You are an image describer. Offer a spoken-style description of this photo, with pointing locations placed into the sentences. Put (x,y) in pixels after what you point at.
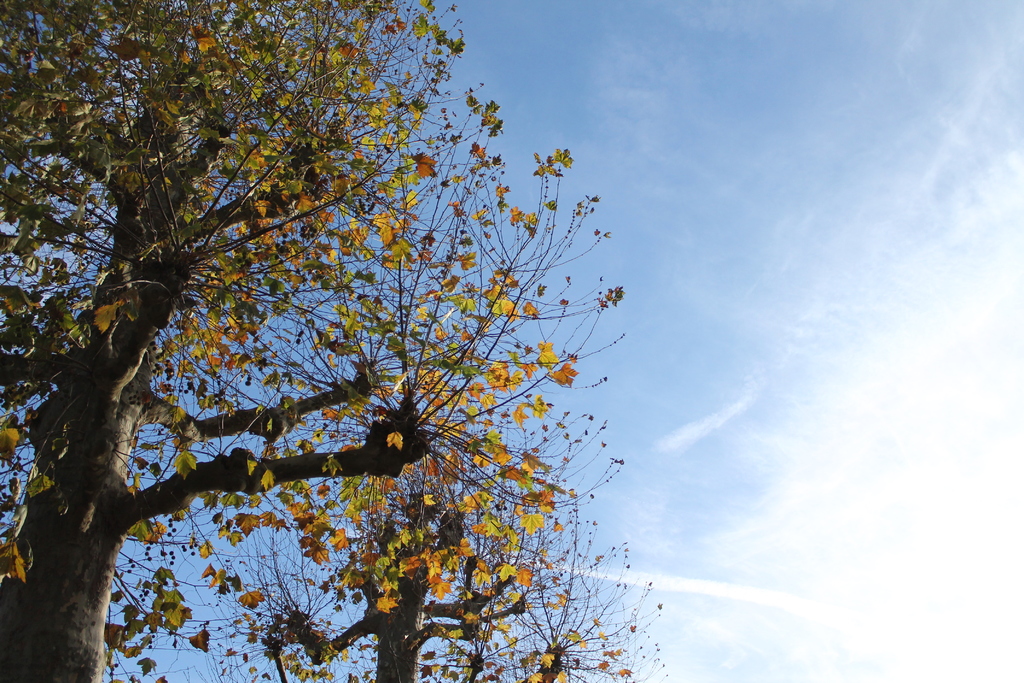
In this image we can see trees (270,457) and the sky (652,223) with clouds (843,373) in the background (785,371).
